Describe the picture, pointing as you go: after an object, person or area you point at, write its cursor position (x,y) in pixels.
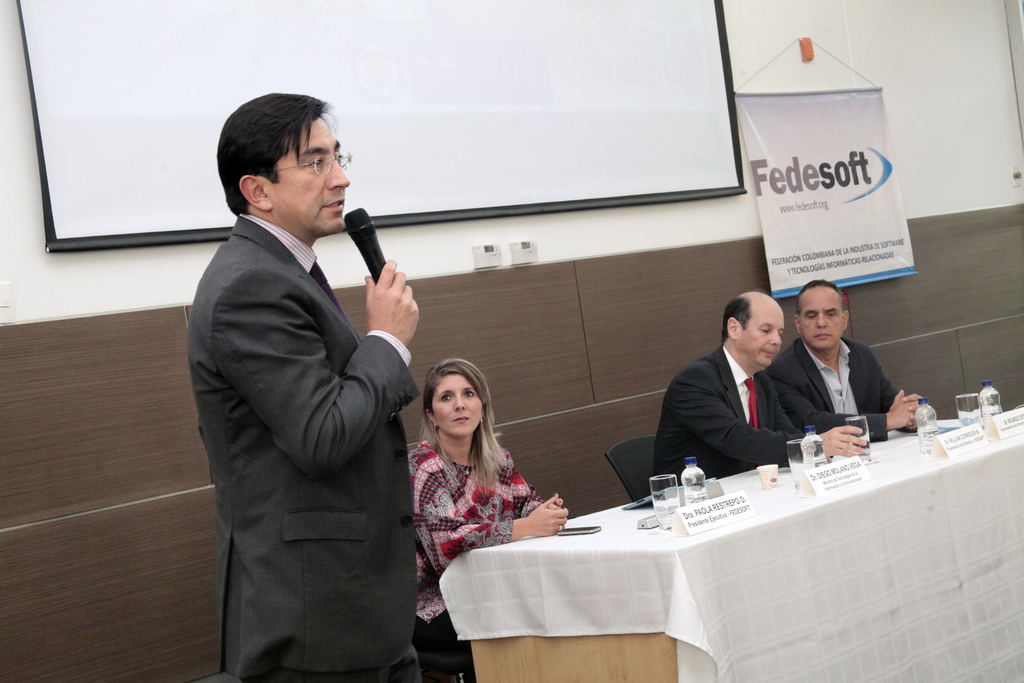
In this image on the left (292,377) there is a man (278,393) he wears suit (290,356), shirt (308,247) he is holding a mic (367,234). On the right (707,446) there are three people (681,455) sitting on the chairs (648,474) in front of them there is a table (782,528) on that there are bottles (986,404) and glasses (793,479). In the background (719,154) there is white screen (546,106), poster (862,160) and wall (949,149).
